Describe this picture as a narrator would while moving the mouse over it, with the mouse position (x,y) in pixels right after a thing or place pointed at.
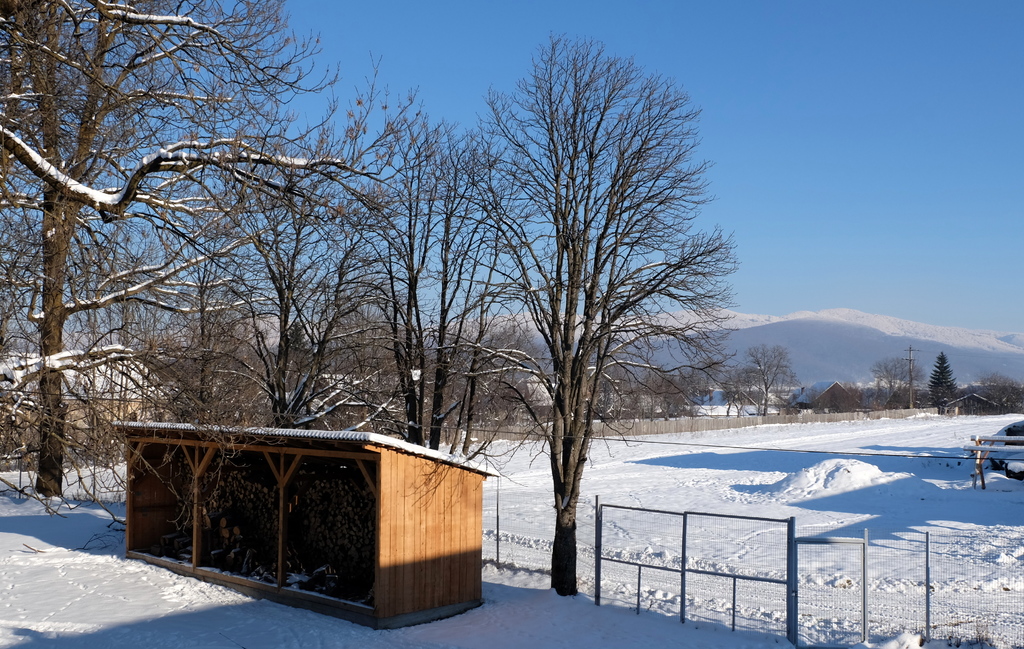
This image consists of trees (563,353). At the bottom (605,589), there is a snow (556,605). In the front (384,549), we can see a small cabin (390,544) made up of wood (385,484). In the background (803,367), there are mountains (841,347) covered with snow (952,338). At the top (857,93), there is sky (935,116). At the bottom (711,577), we can see a small fence (820,583).
